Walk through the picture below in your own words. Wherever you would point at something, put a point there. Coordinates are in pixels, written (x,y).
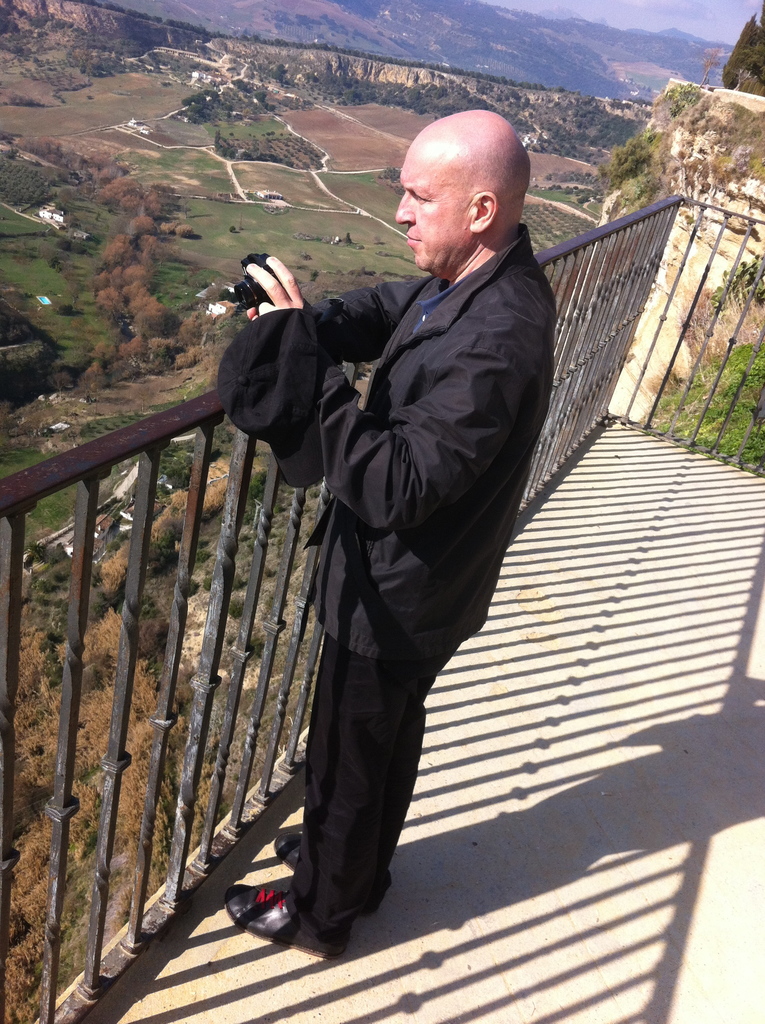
In this picture I can see a man (324,855) standing and holding a camera (252,287) and a cap (305,372) and I can see trees (162,225) and few buildings (124,514), it looks like a balcony (83,611) and I can see hill (460,103).
